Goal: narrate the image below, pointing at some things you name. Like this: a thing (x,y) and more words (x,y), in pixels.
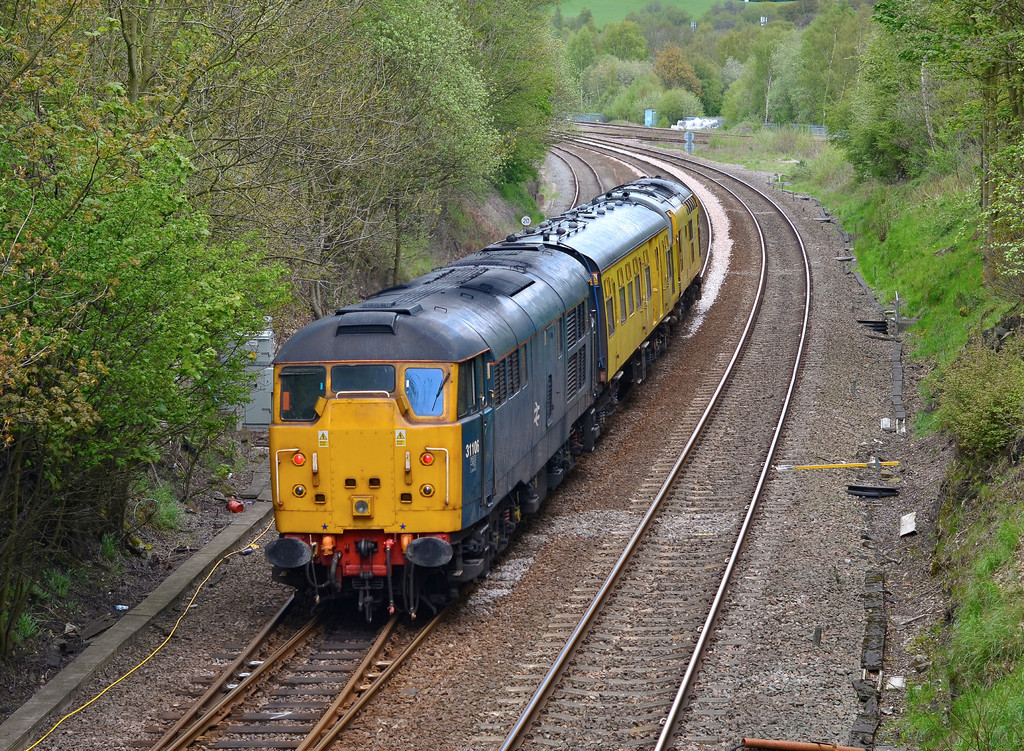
In this image we can see a train (541,431) on the track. We can also see some stones (509,577), trees (350,169) and grass (860,260).
